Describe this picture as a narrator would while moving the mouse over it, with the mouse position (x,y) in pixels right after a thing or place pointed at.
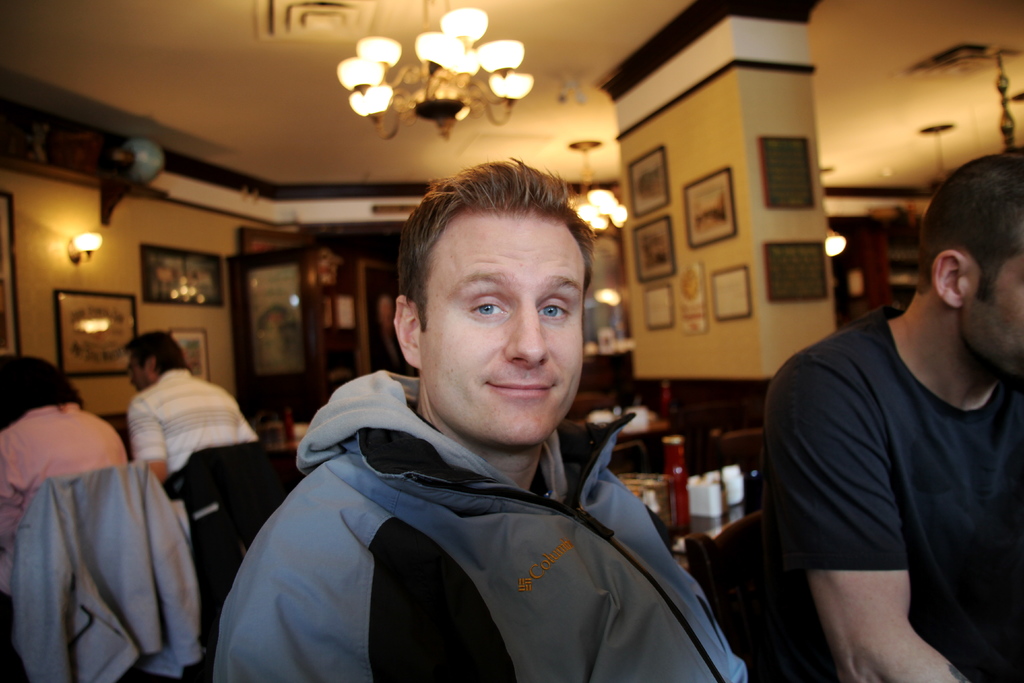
In this image we can see some people (498,496) in a room (845,116) and one among them is posing for a photo and we can see a table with some objects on it. In the background (737,340), we can see the wall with some photo frames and also we can see some lights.
